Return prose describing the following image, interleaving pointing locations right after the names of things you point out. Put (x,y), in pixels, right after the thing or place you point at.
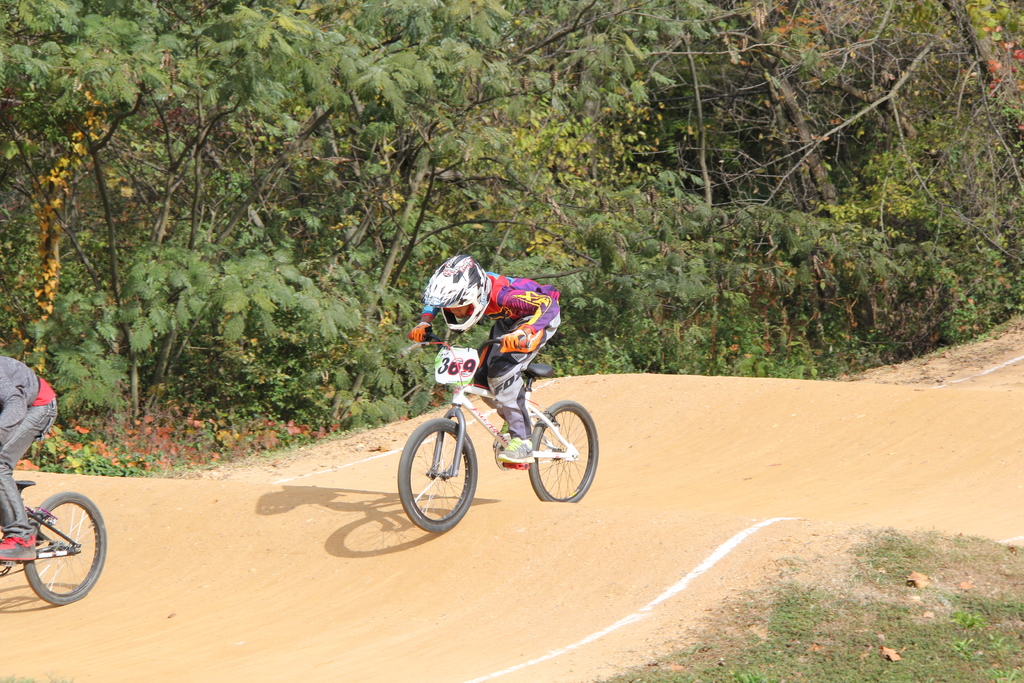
This picture shows couple of them riding bicycles (406,467) and we see trees (606,239). One of them wore helmet (466,256) on the head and gloves (510,345) to his hands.
